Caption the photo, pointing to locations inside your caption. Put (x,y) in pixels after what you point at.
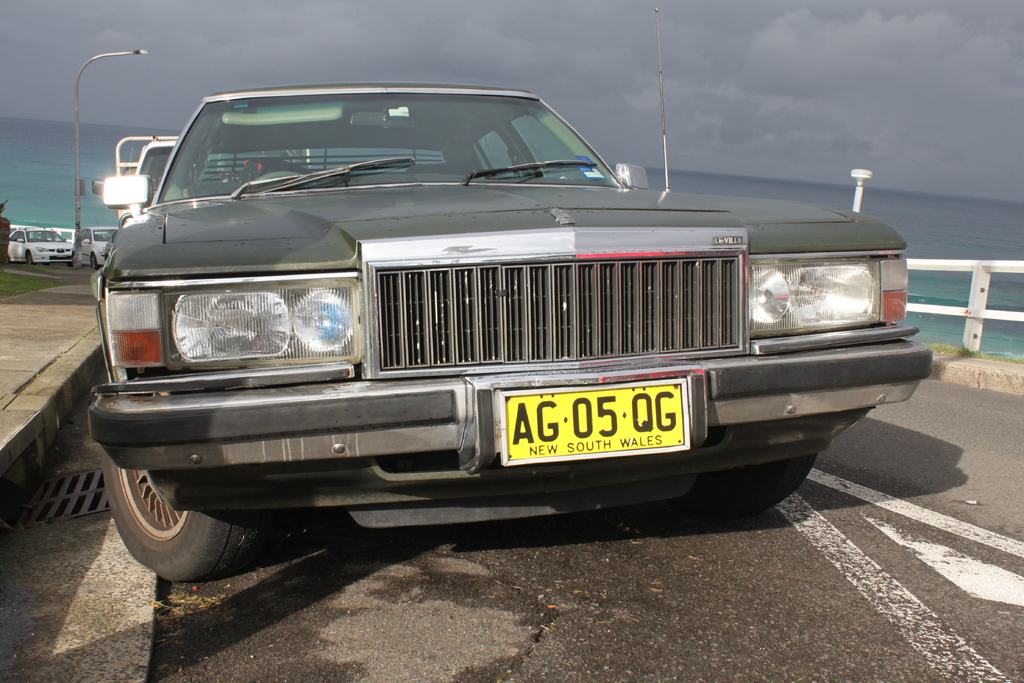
In this picture I can see few cars (118,253) parked and I can see water (1023,335) and a metal fence (983,318) and couple of pole lights (99,57) and I can see cloudy sky (641,78).
